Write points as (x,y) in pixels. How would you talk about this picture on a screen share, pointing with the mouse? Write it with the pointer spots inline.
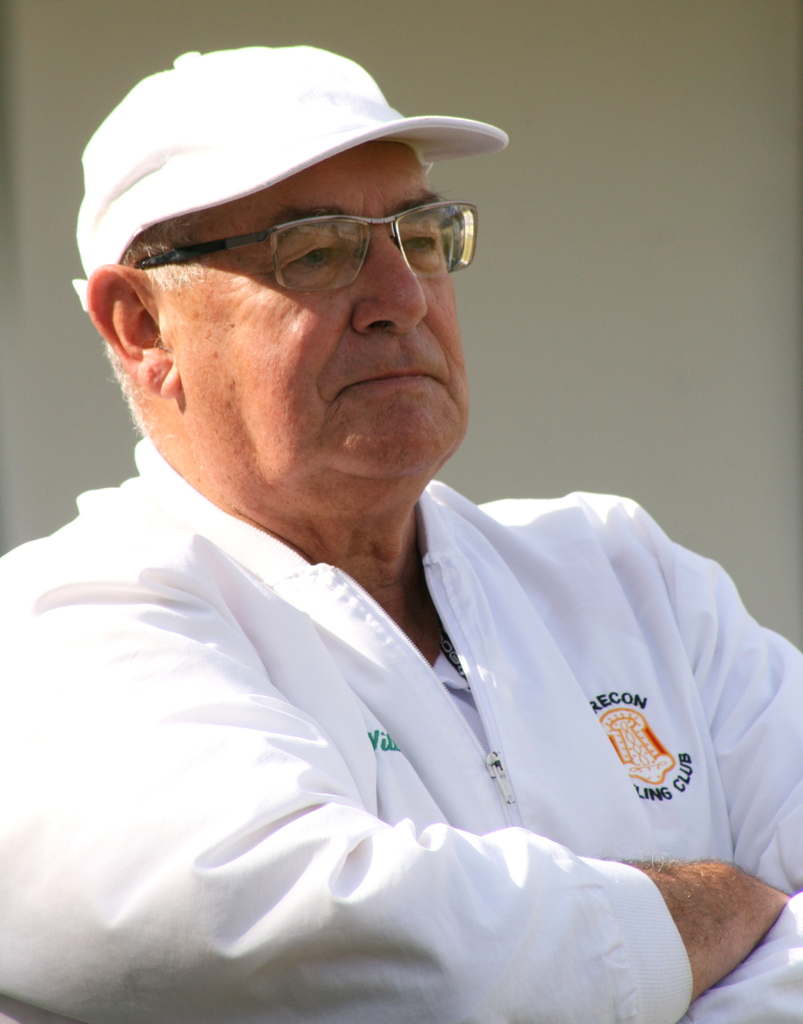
In this image in front (735,782) there is a person (472,817). Behind him there is a wall (649,248).
